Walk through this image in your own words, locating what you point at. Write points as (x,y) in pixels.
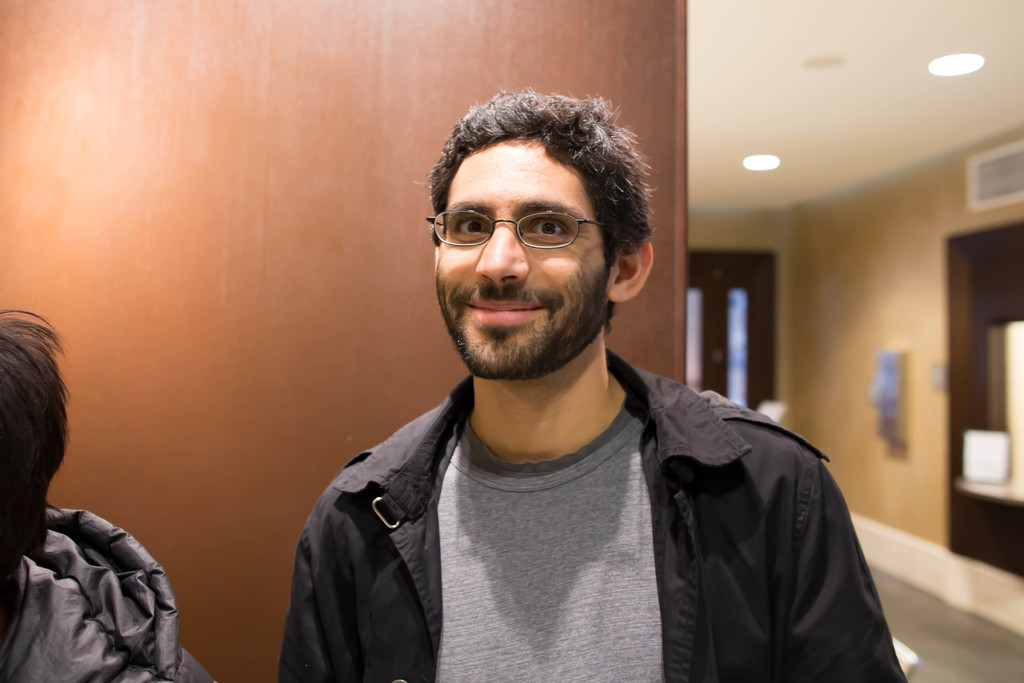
In this picture I can see couple of men (475,581) standing and I can see couple of lights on the ceiling (872,137).
